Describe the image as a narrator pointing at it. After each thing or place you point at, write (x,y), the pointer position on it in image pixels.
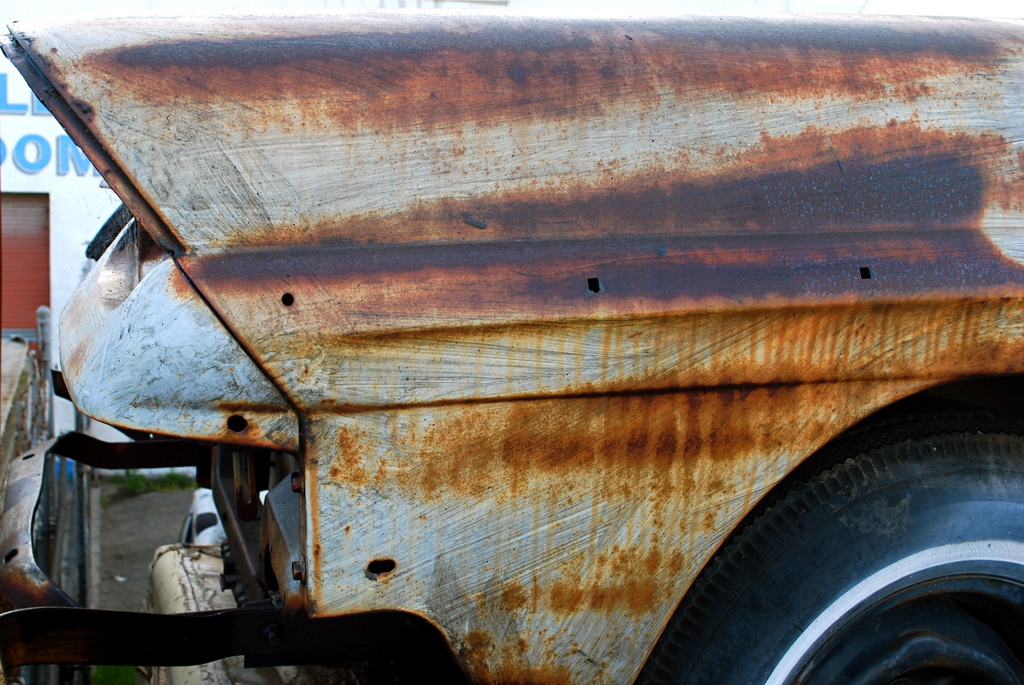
In the picture I can see the wheel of a vehicle (287,338). I can see the shutter (44,263) on the top left side of the picture (30,213).
